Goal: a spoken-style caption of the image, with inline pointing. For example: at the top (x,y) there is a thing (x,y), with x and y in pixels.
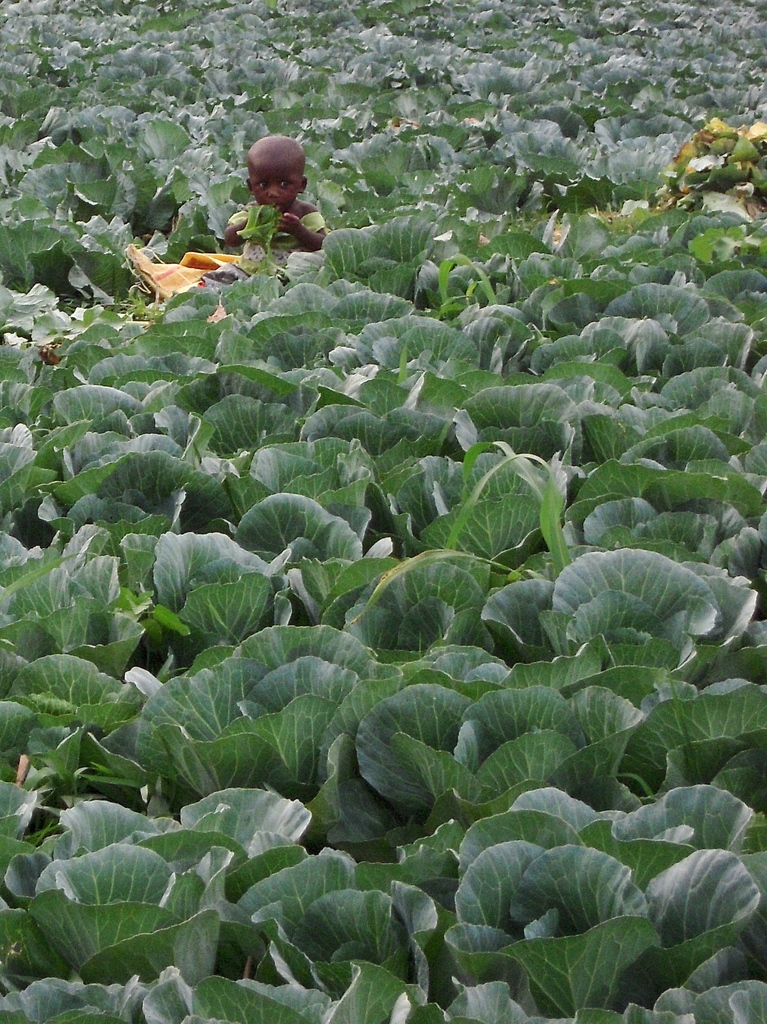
In this image we can see kid (289,176) in plants (211,298).
